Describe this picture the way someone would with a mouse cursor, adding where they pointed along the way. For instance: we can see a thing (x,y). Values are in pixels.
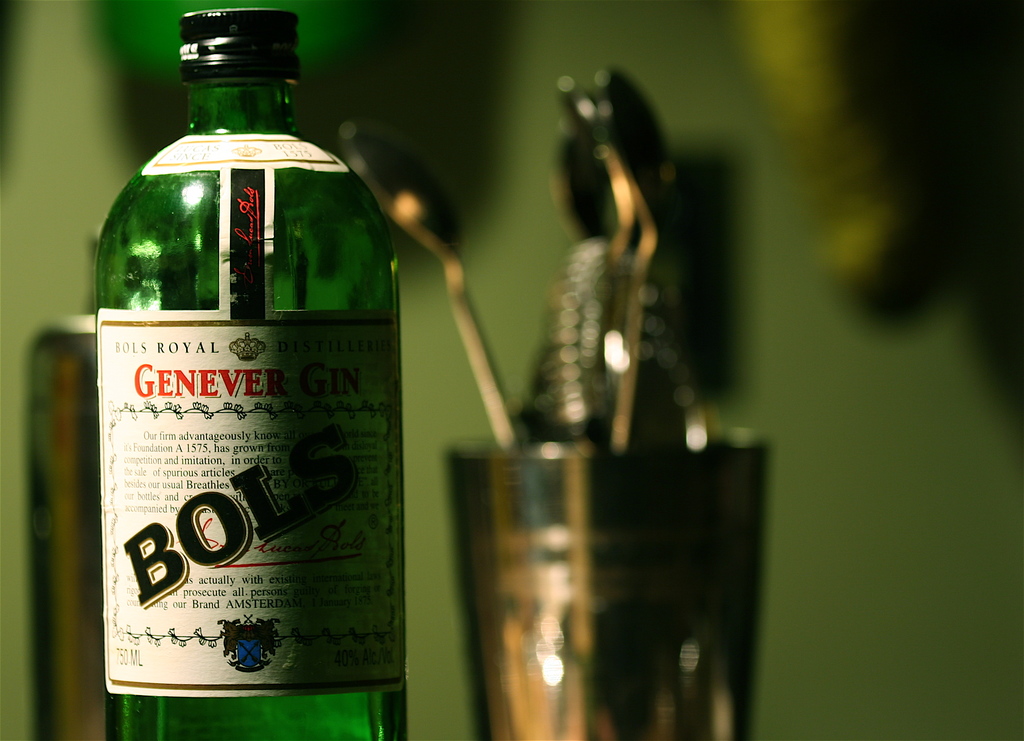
In this image I can see a bottle (106,654) where BOLS is written on it. In the background (448,456) I can see a glass (471,534) and few spoons (446,244).
